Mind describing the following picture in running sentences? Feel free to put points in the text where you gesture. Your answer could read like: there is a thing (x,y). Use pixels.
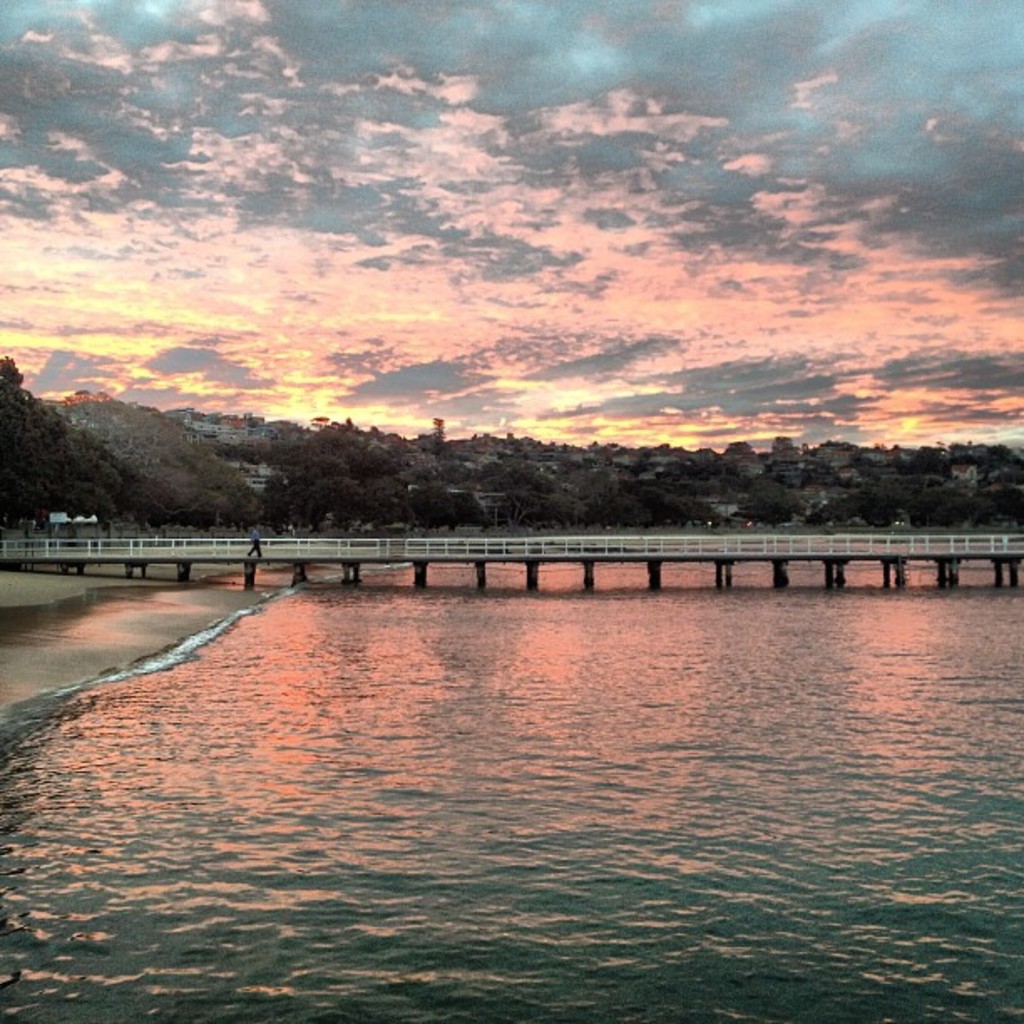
At the bottom of this image (507,881) I can see the water (343,899). On the left side (69,661) there is a beach (82,641). In the middle of the image (500,552) there is a bridge (252,567) and one person (251,551) is walking on it. In the background (441,500) there are many trees (301,502) and buildings (220,432). At the top of the image (387,198) I can see the sky (236,133) and clouds (267,105).
